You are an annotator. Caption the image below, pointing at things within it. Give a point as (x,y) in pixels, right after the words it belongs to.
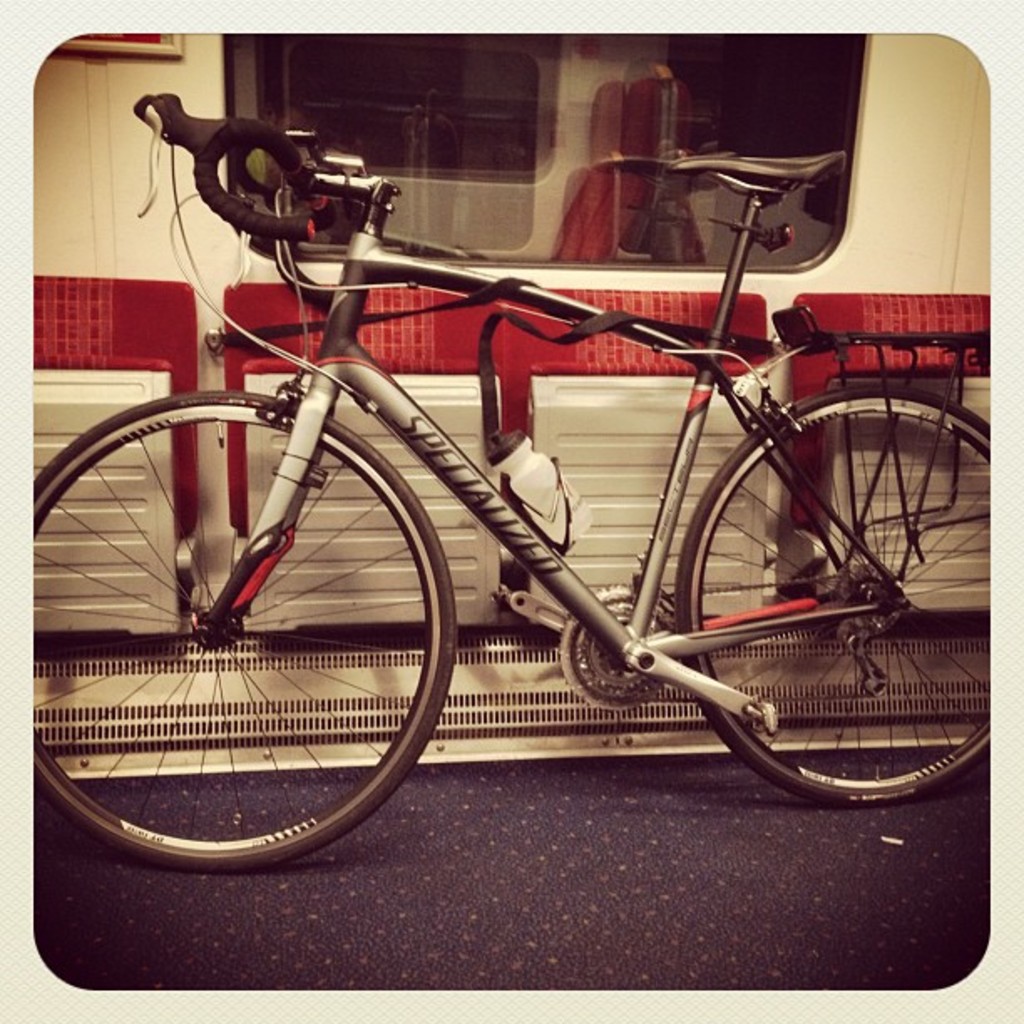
In this picture I can see there is a bicycle (363,368) and it has a frame (537,563), pedals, wheels (165,430), saddle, handle (279,225) and there is a glass window (694,227) in the backdrop (460,135).
